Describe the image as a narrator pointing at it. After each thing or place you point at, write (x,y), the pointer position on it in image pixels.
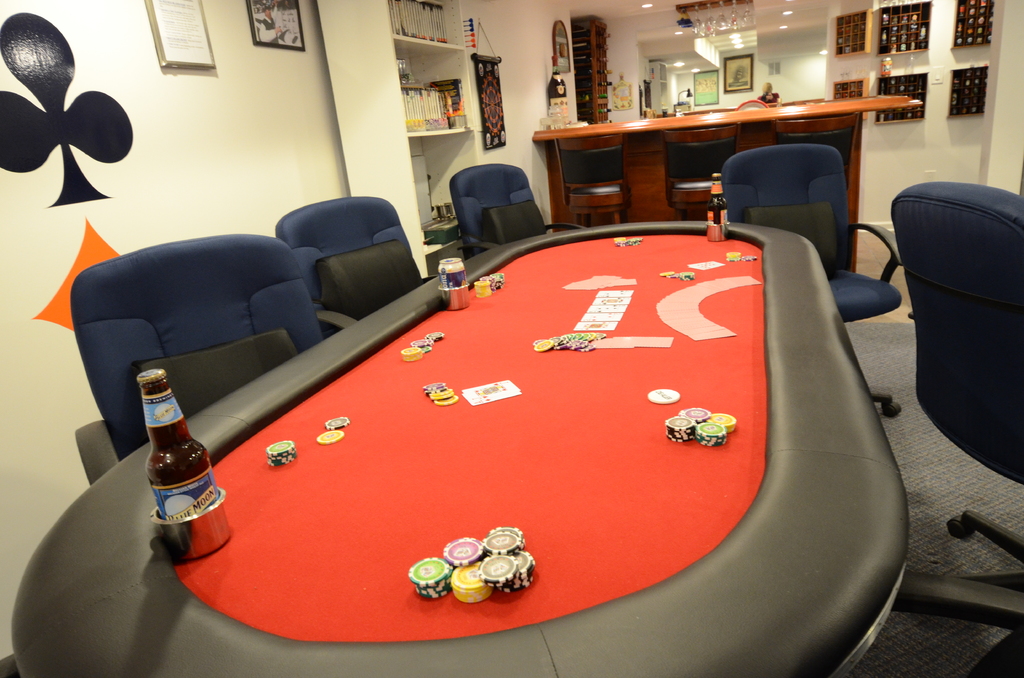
In this picture there is a table (591,377) in the center of the image (588,362), which contains cards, coins (689,424), and bottles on it, there are chairs (944,310) around the table (652,423), there are portraits (278,38) on the wall (508,92) and there is a book shelf (450,14) and a desk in the image.
